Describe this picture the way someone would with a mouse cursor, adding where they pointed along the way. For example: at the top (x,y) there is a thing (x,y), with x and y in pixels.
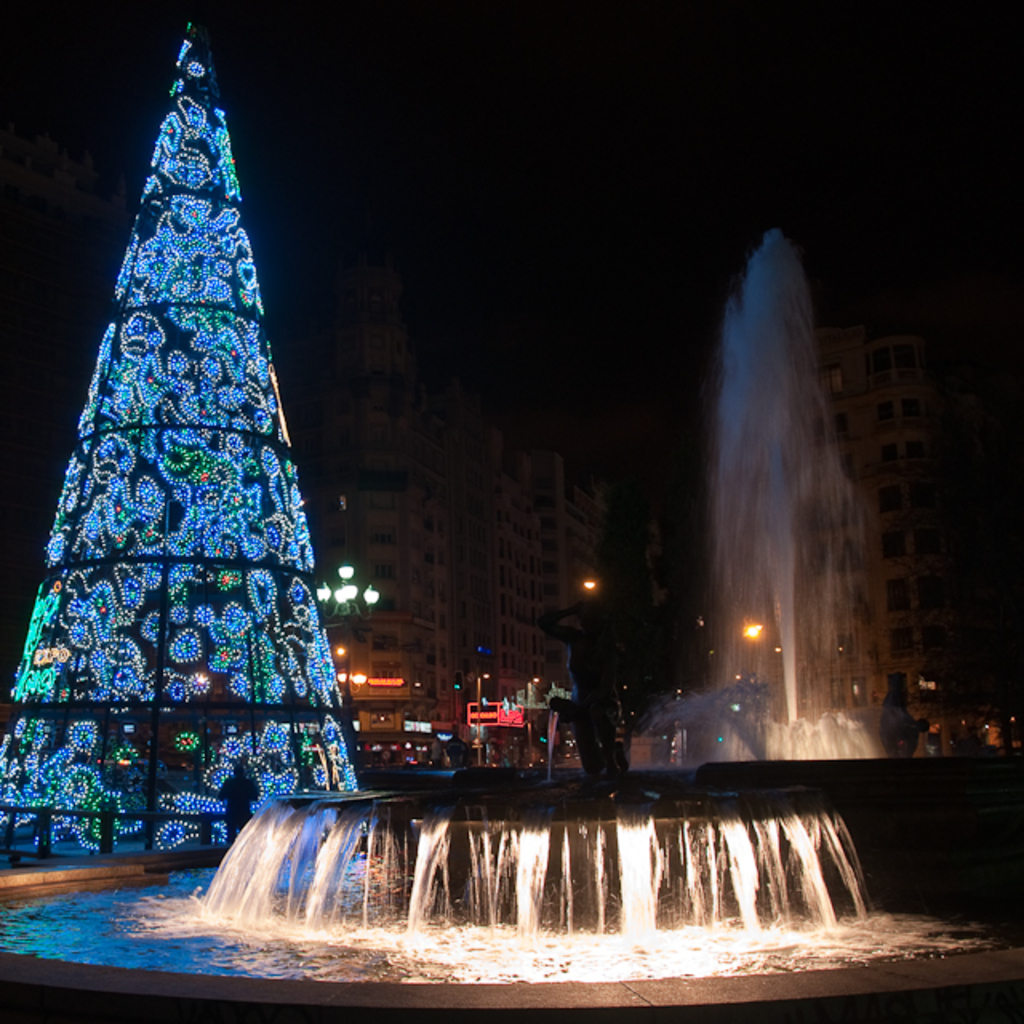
In the background (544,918), I can see water fountains (621,892), an object (112,511) covered with lights (153,526), light poles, buildings (374,619) and the dark sky (984,202) in the background (547,523).
